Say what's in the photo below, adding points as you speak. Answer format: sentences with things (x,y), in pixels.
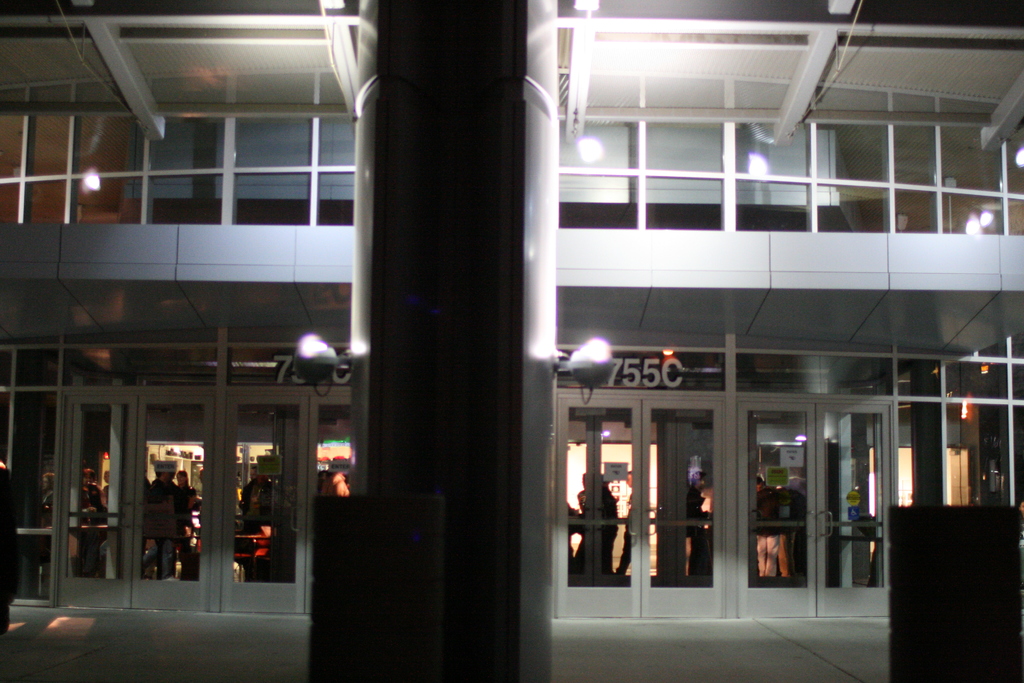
In this image there is a building (217,0), there are lights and group of people (6,544).
